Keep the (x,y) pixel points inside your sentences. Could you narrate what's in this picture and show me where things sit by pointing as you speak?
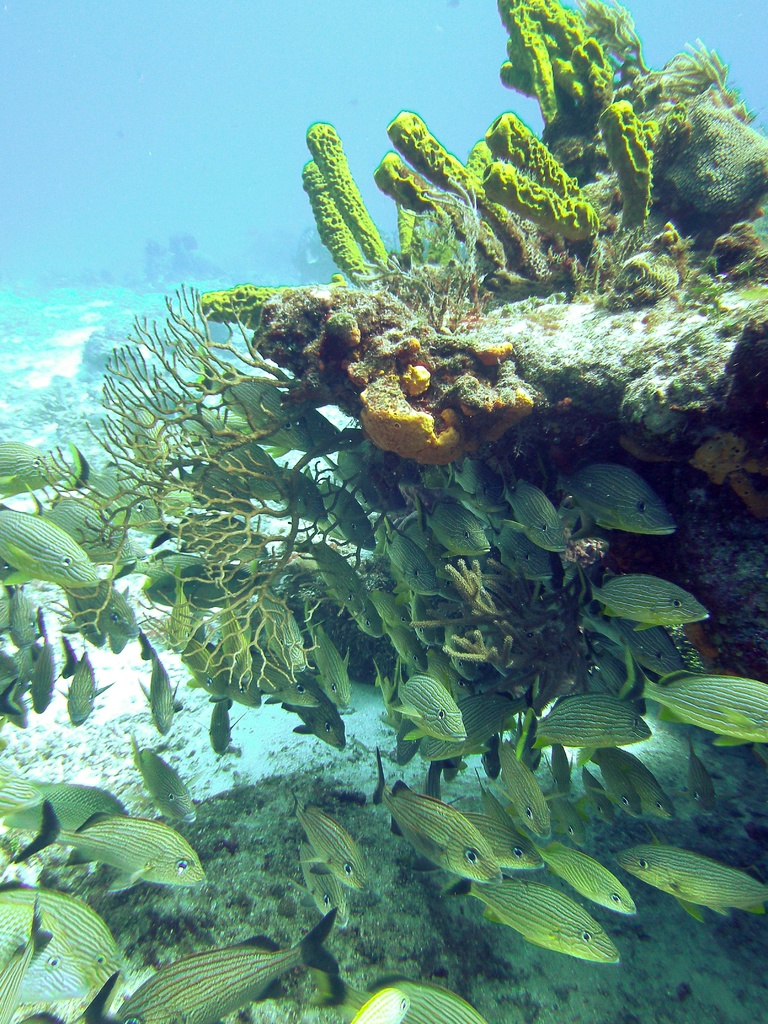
In the foreground (349,455) I can see fishes (480,724), submarine plants (540,386) and water (146,96). This image is taken under the ocean (638,926).
